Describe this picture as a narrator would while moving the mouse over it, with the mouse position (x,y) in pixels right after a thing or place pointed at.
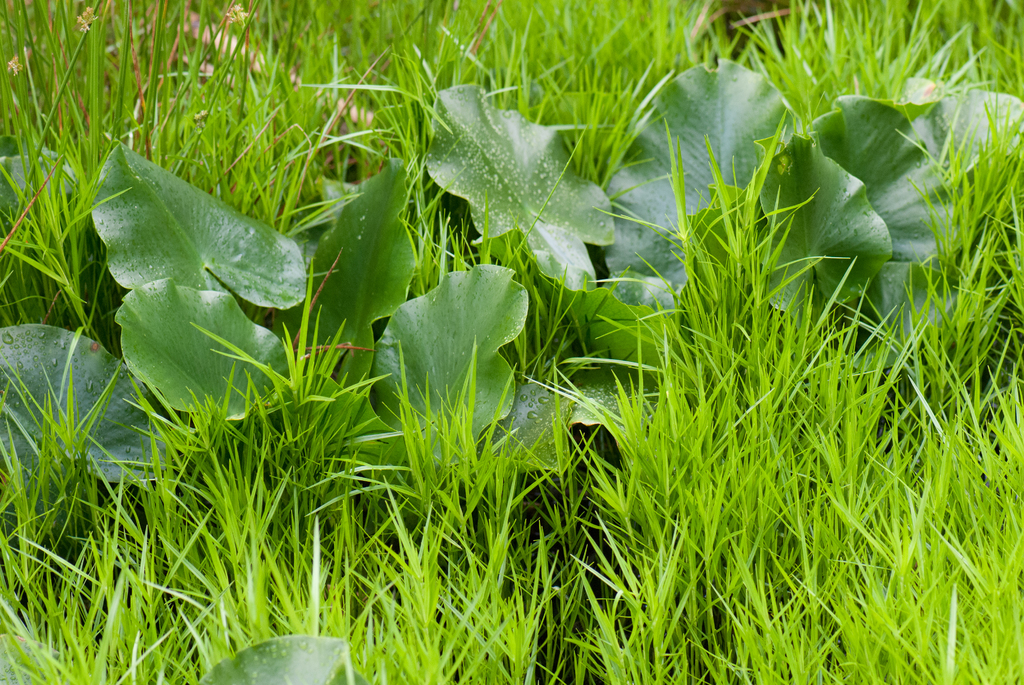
This image is taken outdoors. In this image there is a ground (643,550) with grass (649,576) on it. In the middle of the image (504,302) there are a few leaves (739,143) on the ground (272,591).
